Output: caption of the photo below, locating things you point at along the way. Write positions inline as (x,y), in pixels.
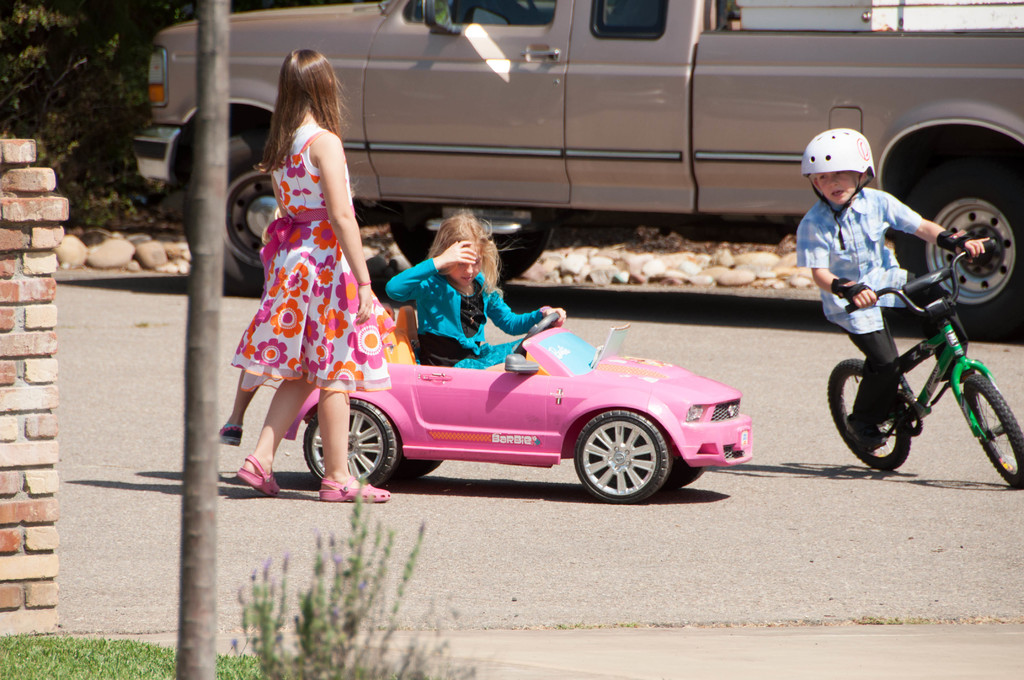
Here we can see a child (433,285) is sitting in the car (552,400), and playing on the road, and a boy (813,219) is riding a bicycle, and here a girl (320,213) is standing, and at back (464,94) there is the vehicle (495,136), and here is the tree (68,55).
